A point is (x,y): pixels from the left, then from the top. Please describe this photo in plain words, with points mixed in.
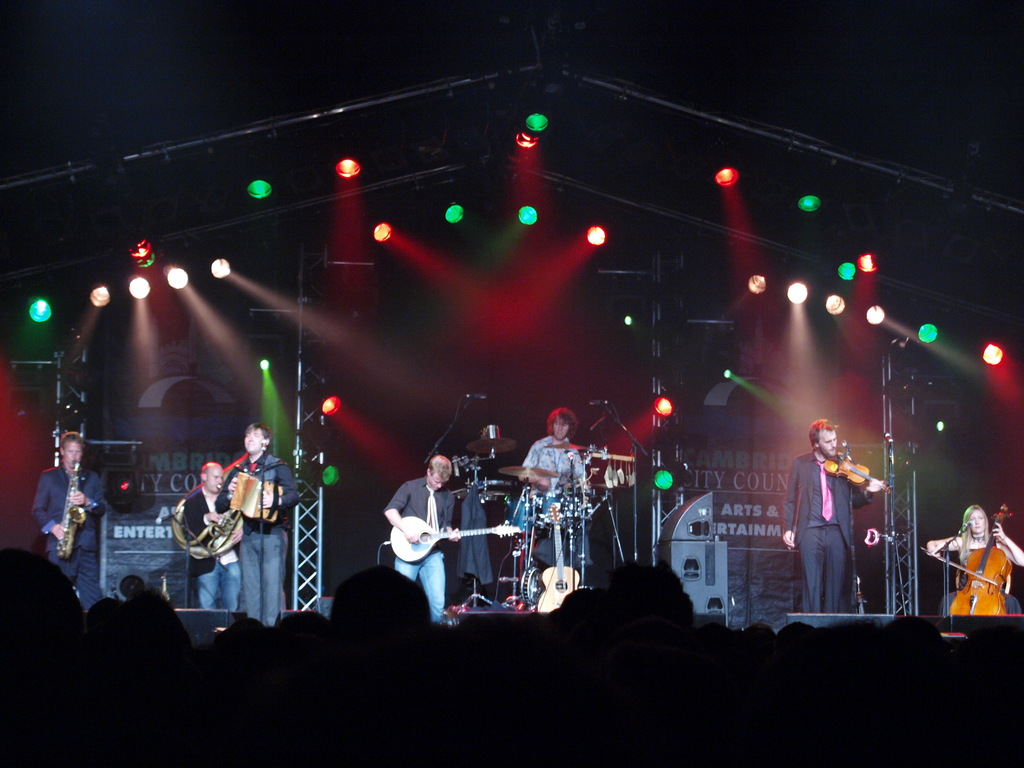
In a picture people (259,521) are standing and performing on the stage (678,540) in front of the crowd (521,663) and coming to the right corner of the picture (959,543) one woman (1015,557) is sitting and playing cello (971,609) and another person (816,433) is standing and playing violin (855,475) and another person (539,457) is sitting and playing drums (567,507) and another person (425,488) is playing a guitar (463,536) and at the left corner of the picture (86,488) one person (88,563) is playing a saxophone (65,512) and behind them there are speakers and wires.
